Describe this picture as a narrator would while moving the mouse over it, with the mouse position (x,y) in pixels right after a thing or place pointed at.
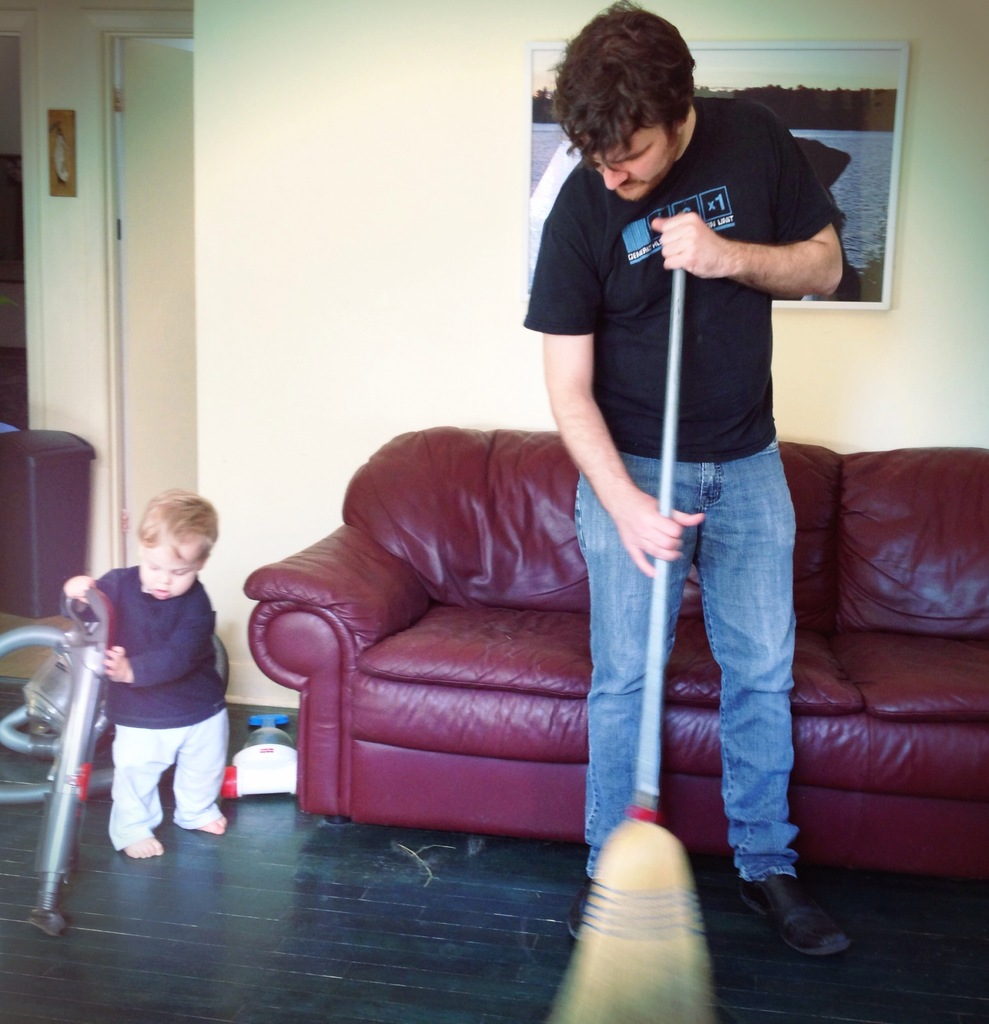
In this image there is a man (696,547) and a boy (181,670) cleaning the floor (472,965), a man (606,795) is holding a stick (683,272) and the boy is holding vacuum cleaner (59,839), in the background (349,735) there is a sofa (444,475) and a wall (259,37), for that wall (242,40) there is a photo frame (836,63).
